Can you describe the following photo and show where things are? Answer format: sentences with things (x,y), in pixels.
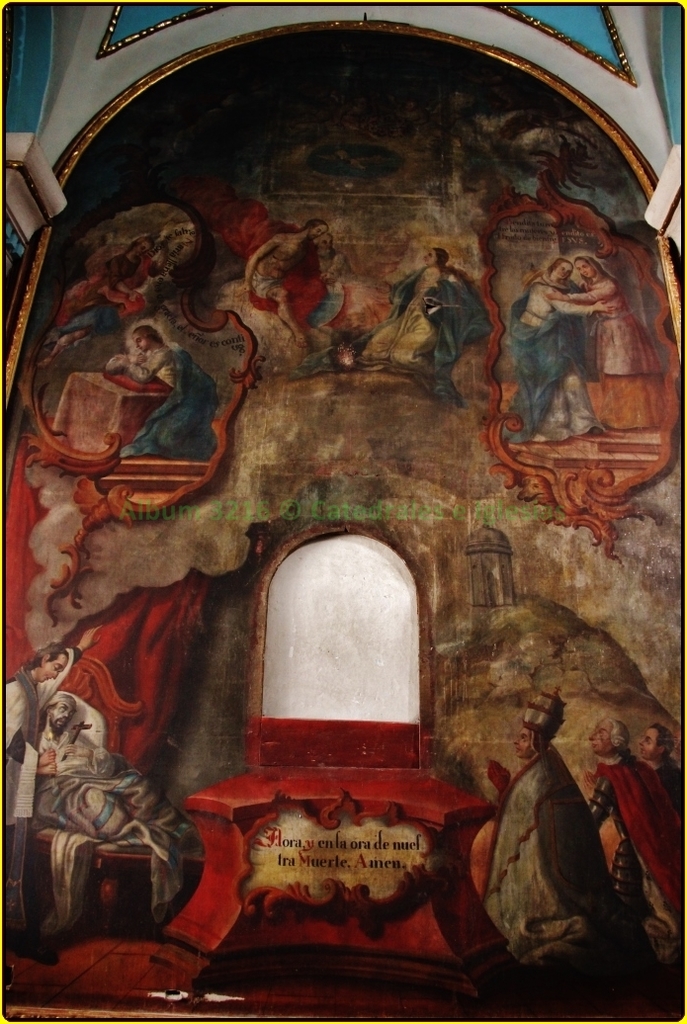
In this picture I can see frame (353,745) to the wall (384,556), in which there are some people (60,759).
